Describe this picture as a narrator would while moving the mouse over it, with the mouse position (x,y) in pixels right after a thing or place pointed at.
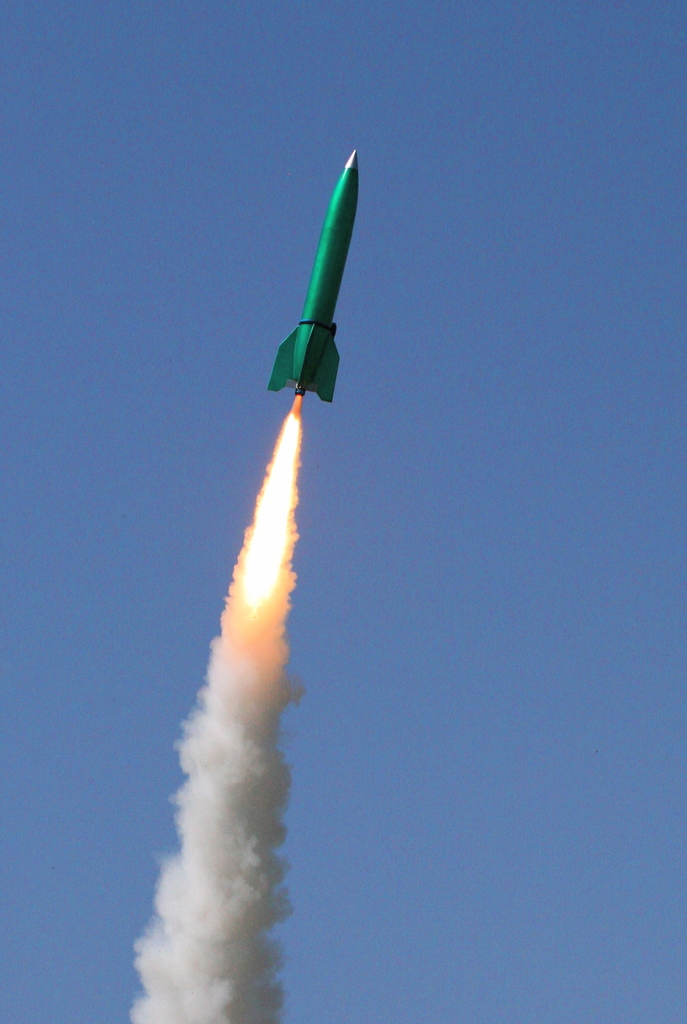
In this image, we can see a green color rocket (313,379) in the air (397,254), there is white color smoke (210,864) from the rocket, in the background (146,607) there is a blue color sky (548,439).
